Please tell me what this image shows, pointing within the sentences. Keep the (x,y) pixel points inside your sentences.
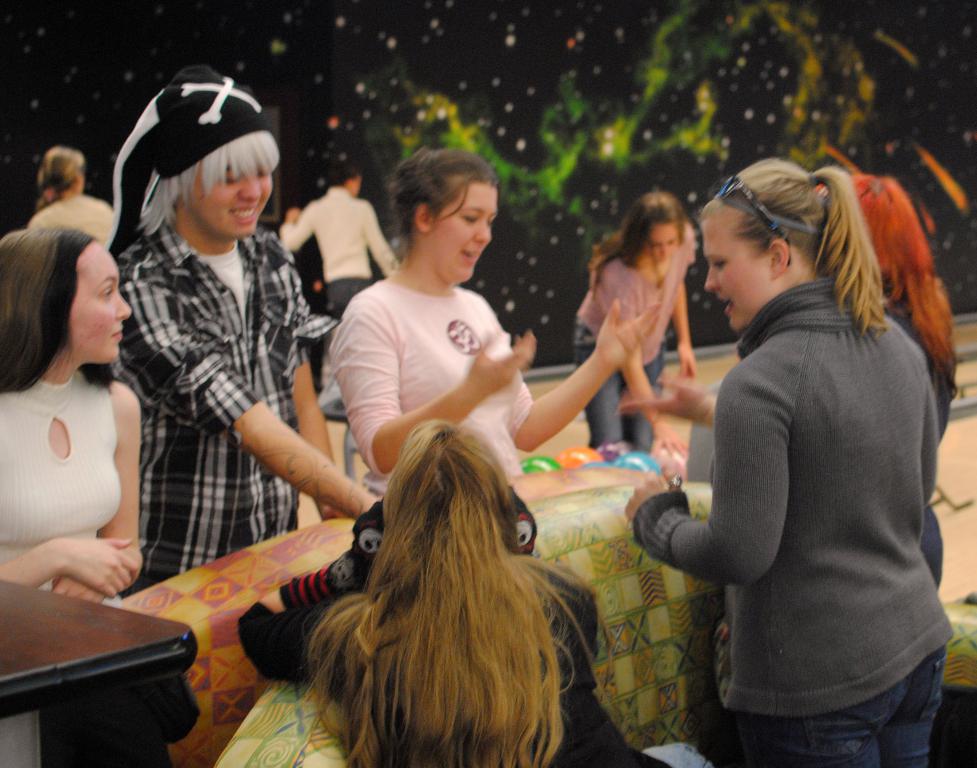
In the image few women (352,763) are standing and sitting and there are some bowling balls (658,460). In the bottom left corner of the image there is a table (176,641).
